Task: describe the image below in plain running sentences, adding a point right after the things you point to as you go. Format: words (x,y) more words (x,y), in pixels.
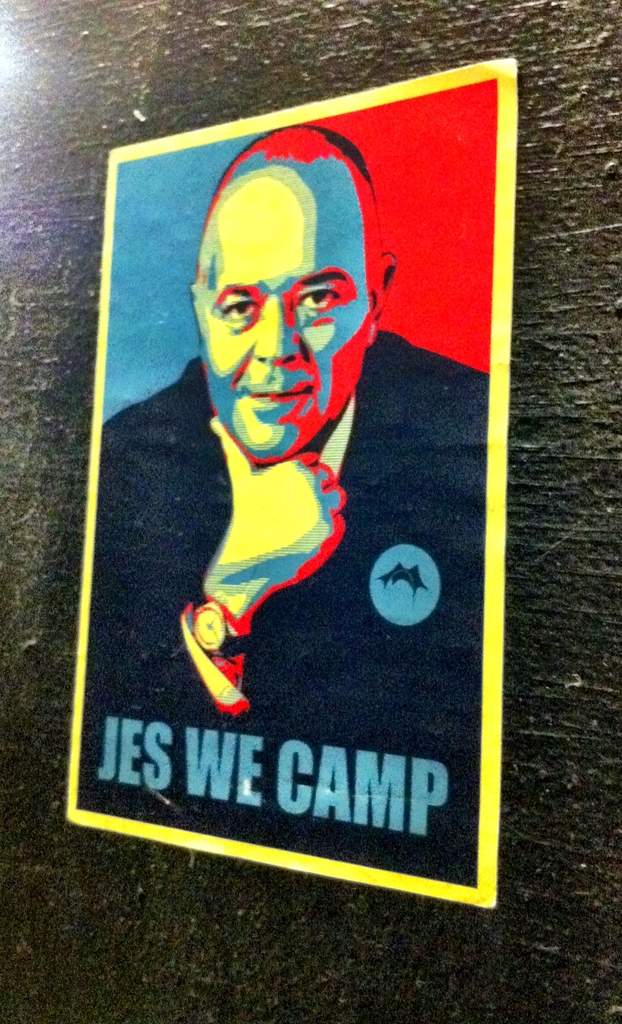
In this image I can see the black colored wall (482,951) and a poster (446,337) attached to it. On the poster (202,421) I can see the picture (217,653) of a person (355,397) and something is written.
